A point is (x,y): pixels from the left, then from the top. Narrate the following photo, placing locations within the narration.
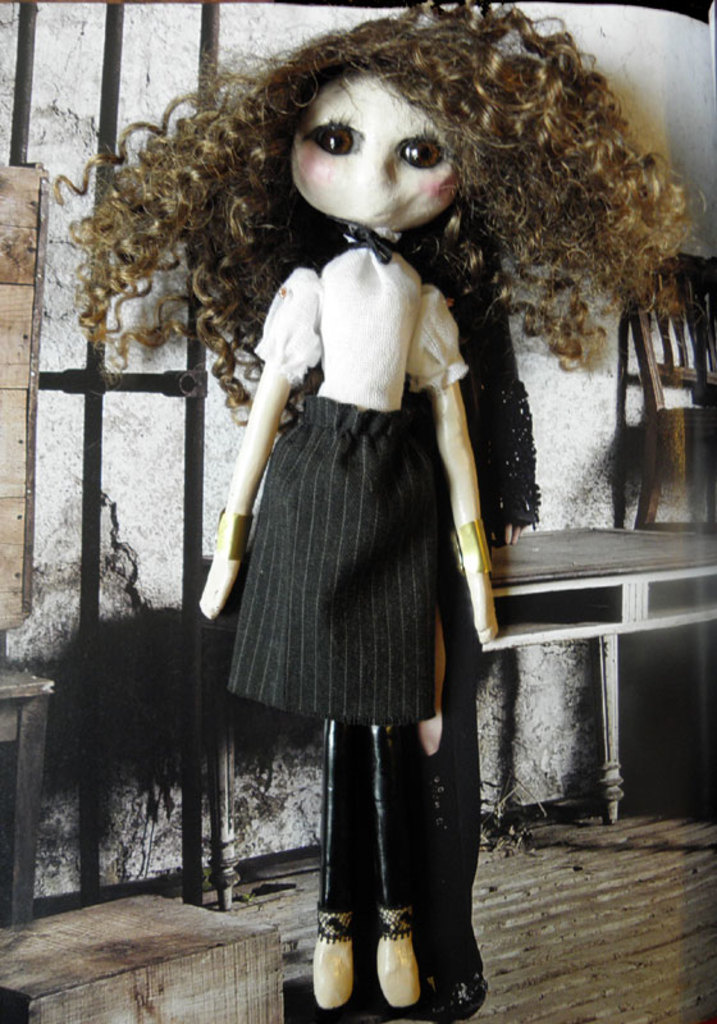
Here in this picture we can see a doll (358,348) present over there and its hair (465,60) is messy and behind her we can see a table (637,549) and a chair (690,462) present over there.
